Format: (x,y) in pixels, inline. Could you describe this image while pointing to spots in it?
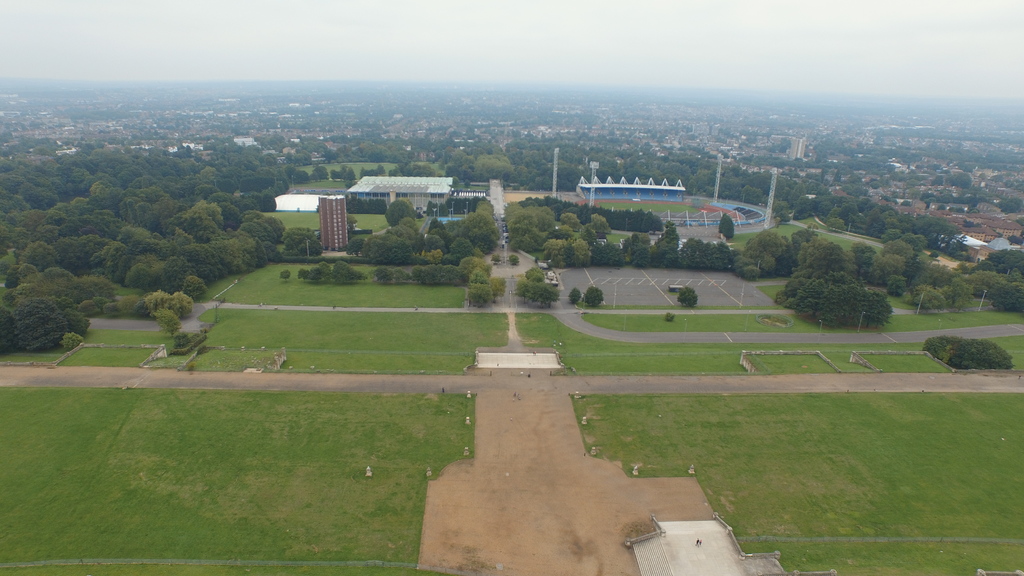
In this image, I can see the view of the city (783,152) with the buildings (358,197). These are the trees (871,297). This is the grass (376,353). I can see the roads (596,329). This looks like a pathway (522,495).
